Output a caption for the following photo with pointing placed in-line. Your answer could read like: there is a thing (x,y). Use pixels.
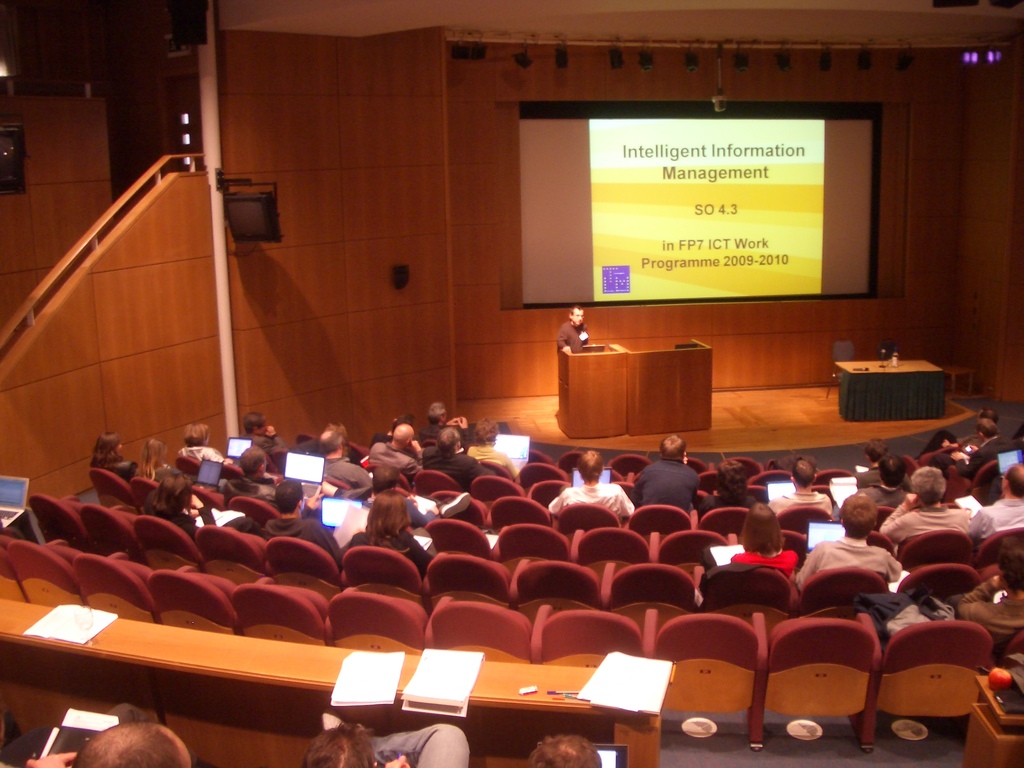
In this picture we can see a man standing at podium (565,383) and talking and beside to him there is table (907,374) and on table (901,367) we can see bottle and at back of him we have screen (793,197) and in front of him there is a group of people (289,513) sitting on chairs (487,610) laptops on them and in background (540,311) we can see wall (198,348).
